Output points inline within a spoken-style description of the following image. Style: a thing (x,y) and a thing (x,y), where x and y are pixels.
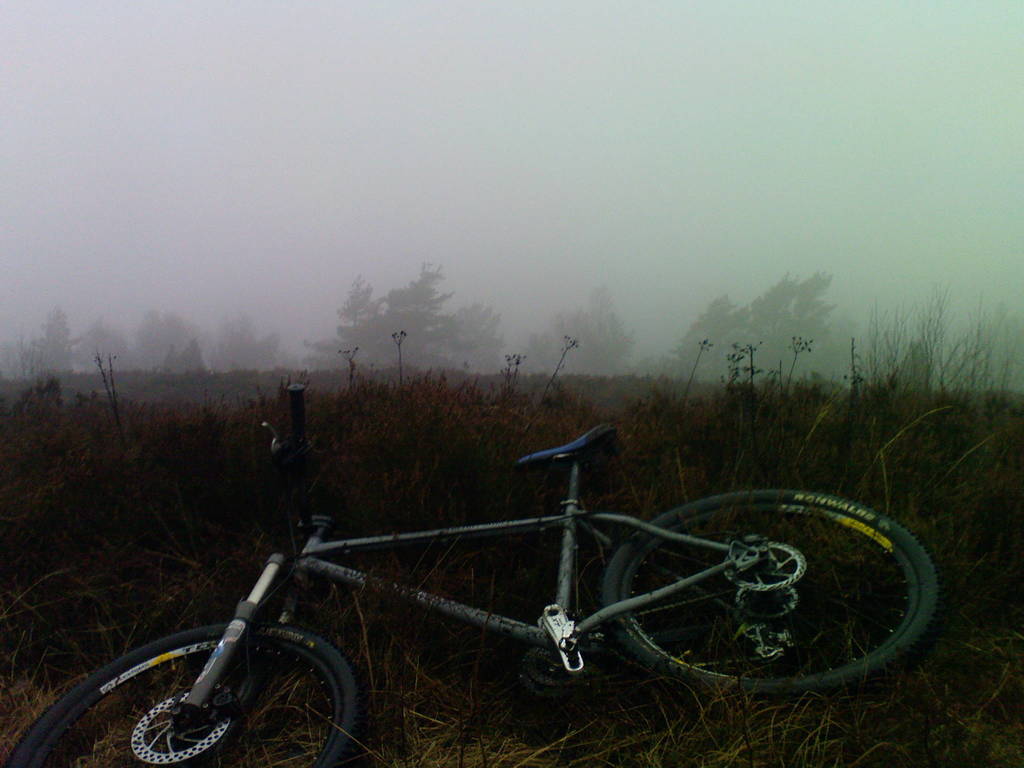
In this image, we can see a cycle (567,621) beside some plants (335,376). There are some trees (753,304) in the middle of the image (370,326). In the background of the image (420,73), there is a sky (771,139).
